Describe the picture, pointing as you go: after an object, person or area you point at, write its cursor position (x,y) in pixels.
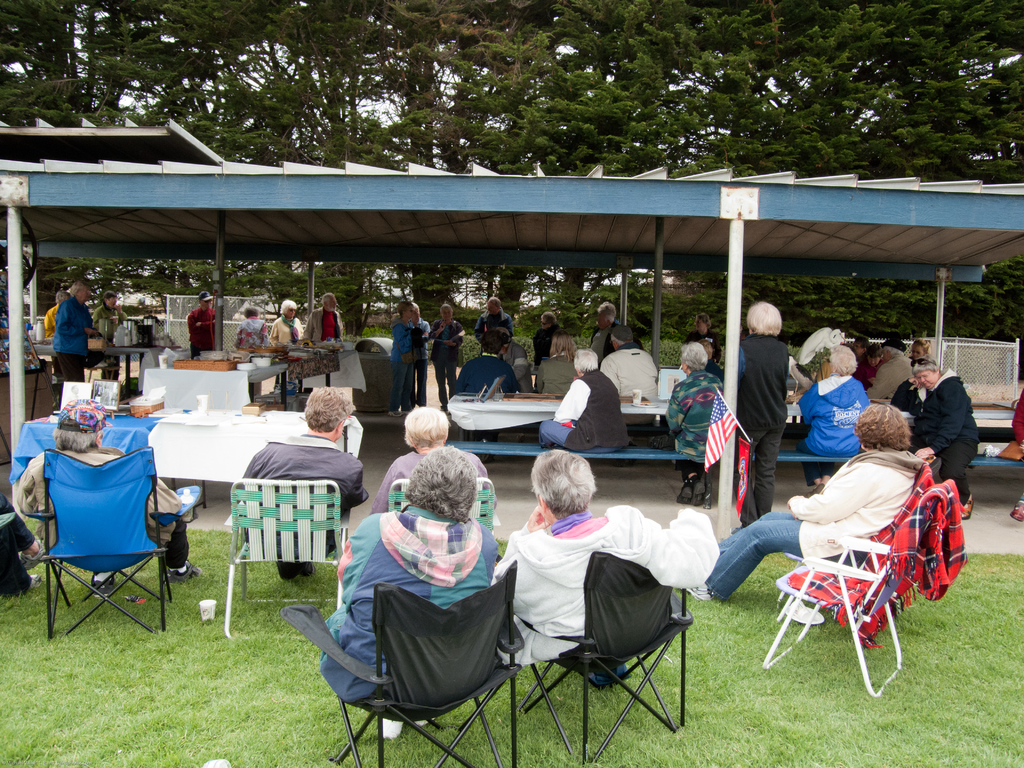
There is a group of people (414,411). They are sitting on a chair (610,632). There is a table (645,411). There is a plate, photo frame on a table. We can see the background (666,108) is trees (675,149).
